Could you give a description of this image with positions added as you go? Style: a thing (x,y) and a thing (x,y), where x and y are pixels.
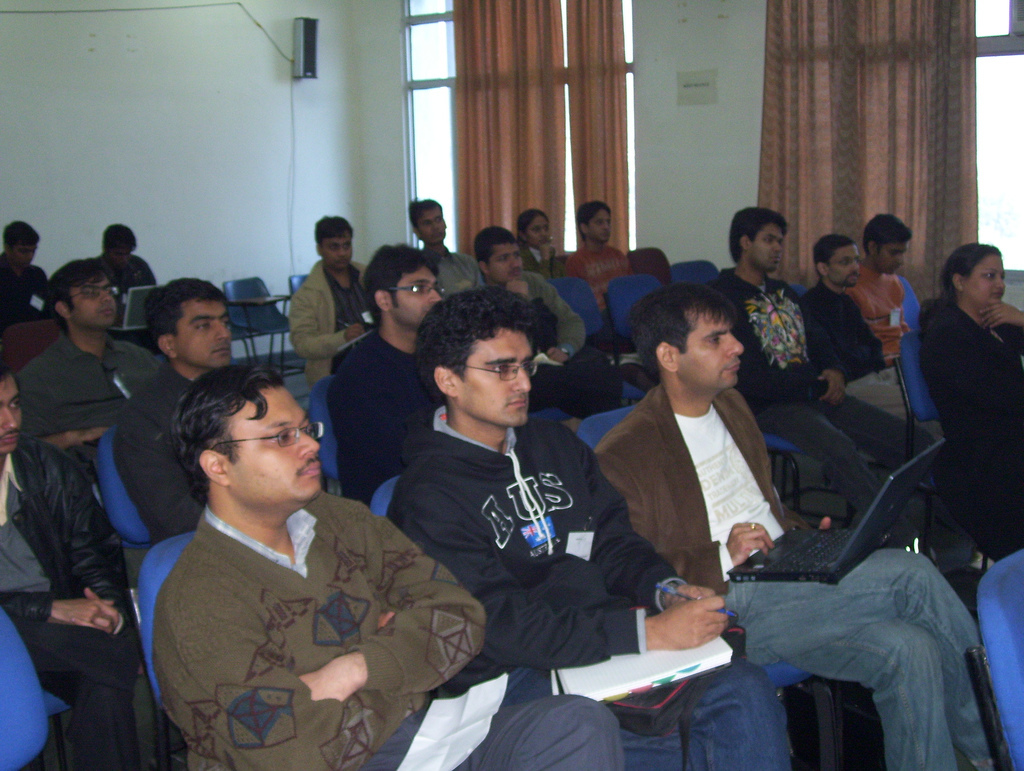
In this picture we can see some people (282,408) sitting on chairs (335,467), this man (554,532) is holding a book (685,671), this man (735,546) is holding a laptop (833,563), in the background (253,169) there is a wall (228,157) and a speaker (303,45), we can see curtains (791,117) here.
